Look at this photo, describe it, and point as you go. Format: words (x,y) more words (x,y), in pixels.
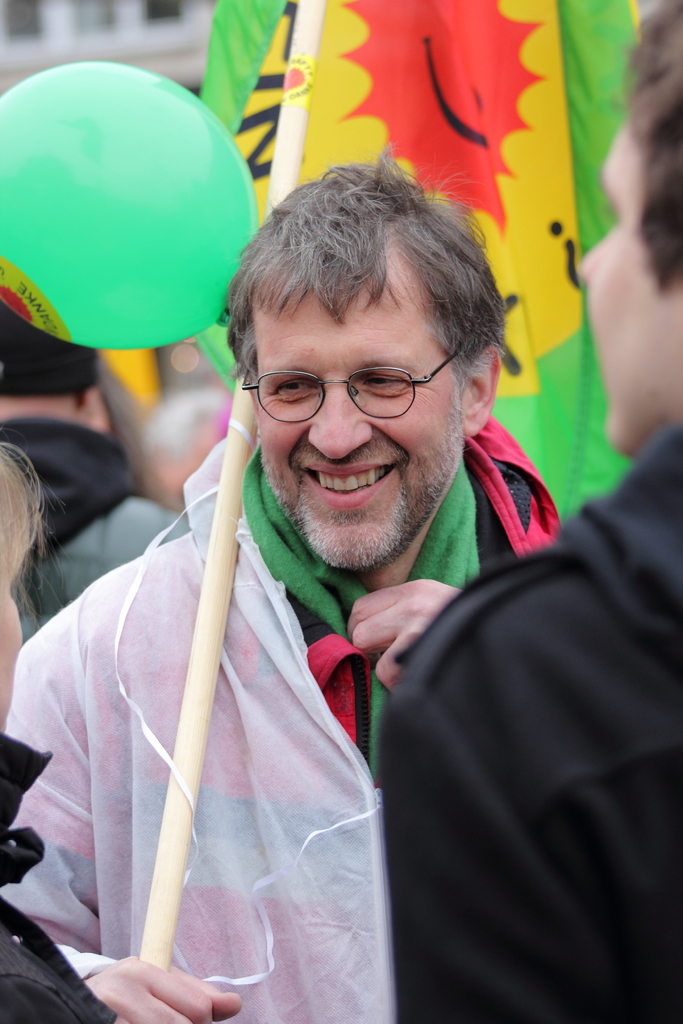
In this picture there is a man (208,874) who is standing in the center of the image (237,343), by holding a flag (323,65) and a balloon (6,171) in his hand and there are other people (393,726) on the right (521,612) and left side of the image (49,406).
